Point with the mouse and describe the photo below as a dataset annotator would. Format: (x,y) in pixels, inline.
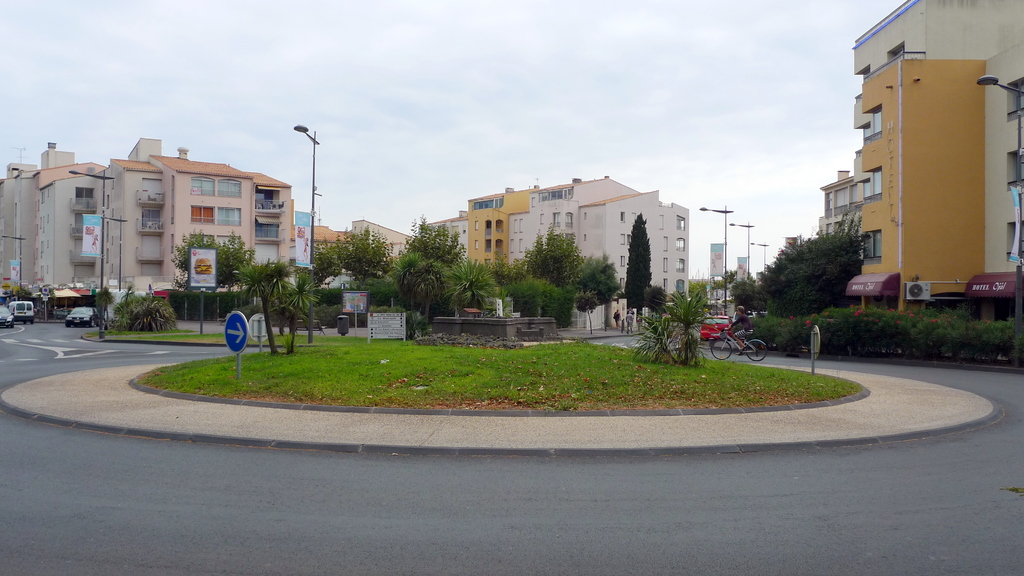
In this picture I can see there is a road (57,340) and there are few vehicles (743,350) moving on the road (782,507) and there are trees (377,252) and plants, I can see there are street light poles (309,320) and the sky (282,58) is cloudy.
